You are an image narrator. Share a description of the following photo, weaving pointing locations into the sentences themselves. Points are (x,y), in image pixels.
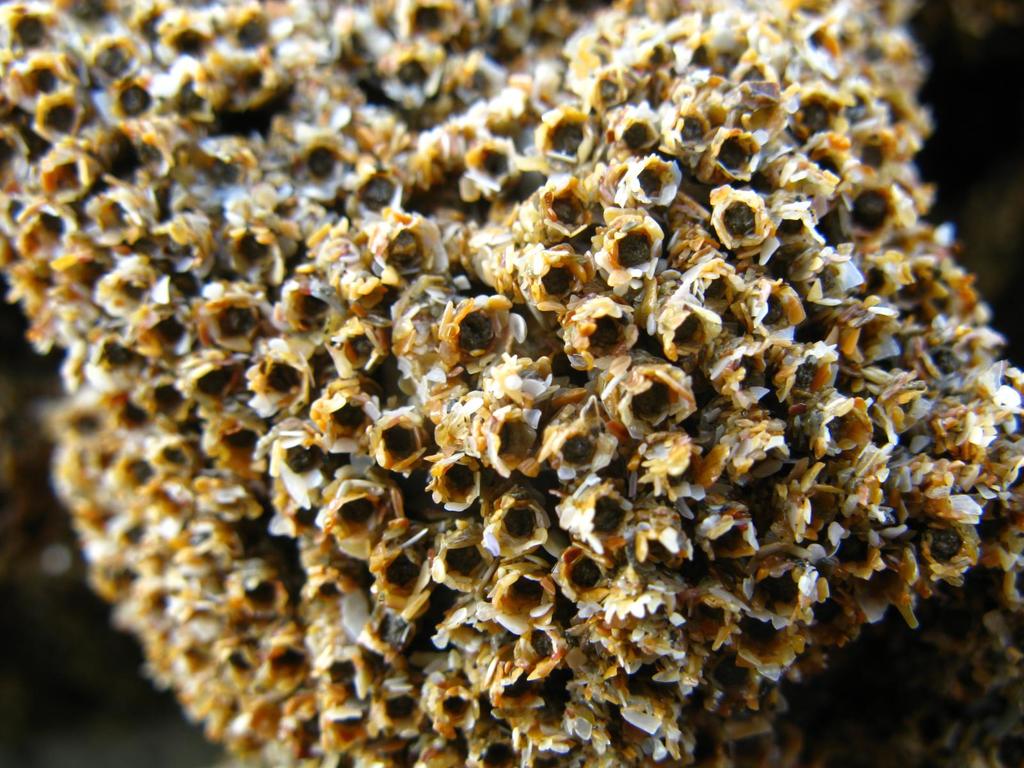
In this image there is a cluster (475,471) of worm tubes (470,428).
